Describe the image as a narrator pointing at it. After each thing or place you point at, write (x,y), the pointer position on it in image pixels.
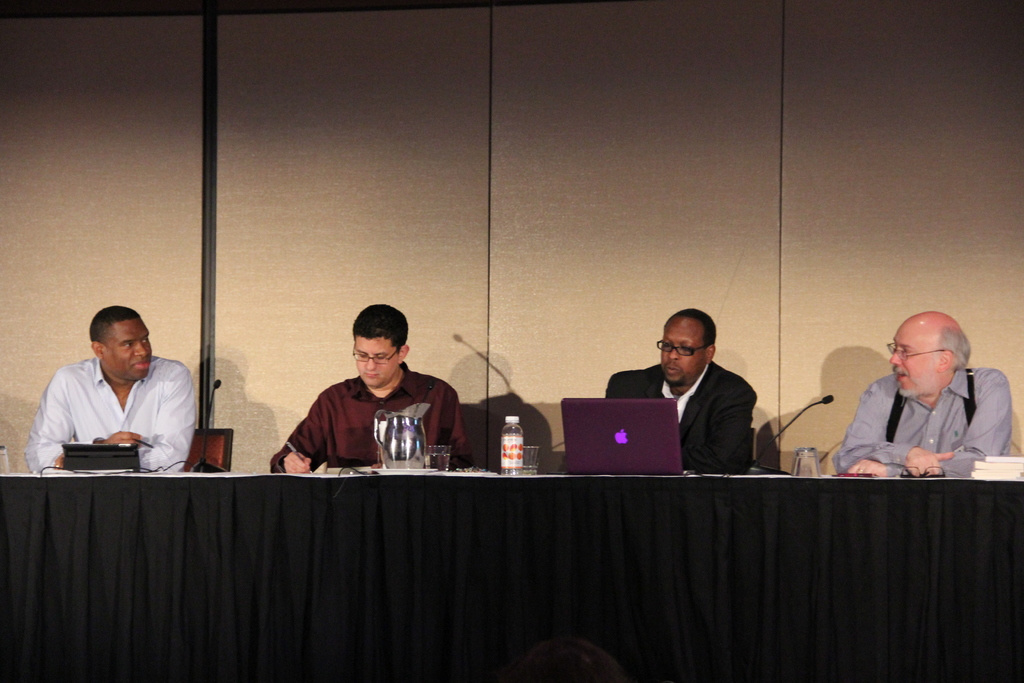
In the picture we can see four men (44,399) sitting on chairs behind table (579,551) on which there are some glasses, microphones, laptop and some other objects (105,462) and in the background of the picture (575,181) there is a wall (386,172).
